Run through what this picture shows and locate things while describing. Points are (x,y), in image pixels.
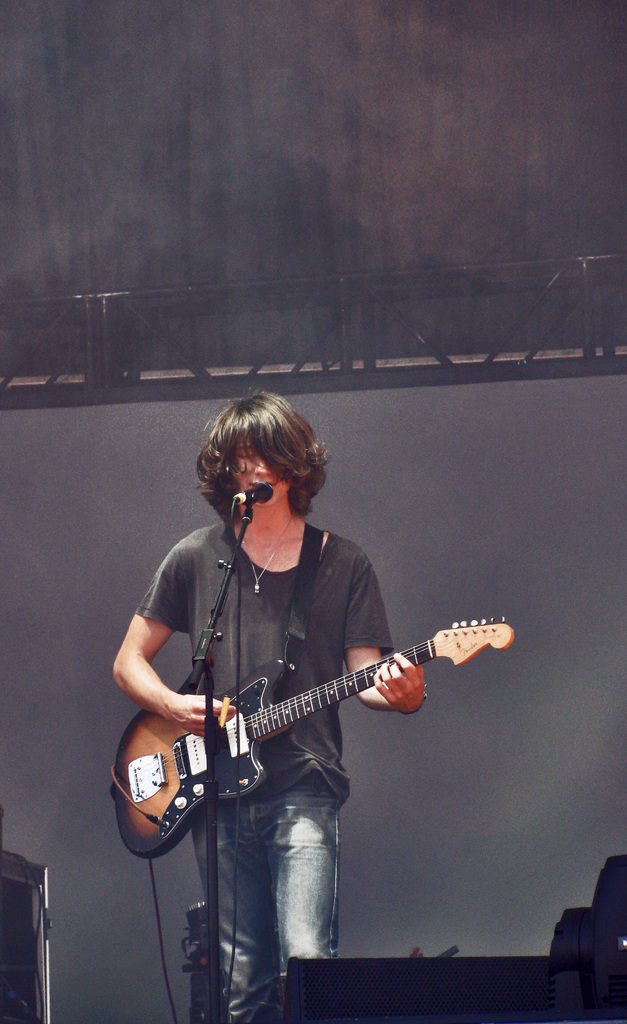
In this image I can see a man (276,625) wearing t-shirt (259,612), standing and playing the guitar (295,701). In front of this person (242,516) there is a mike stand (219,596).
